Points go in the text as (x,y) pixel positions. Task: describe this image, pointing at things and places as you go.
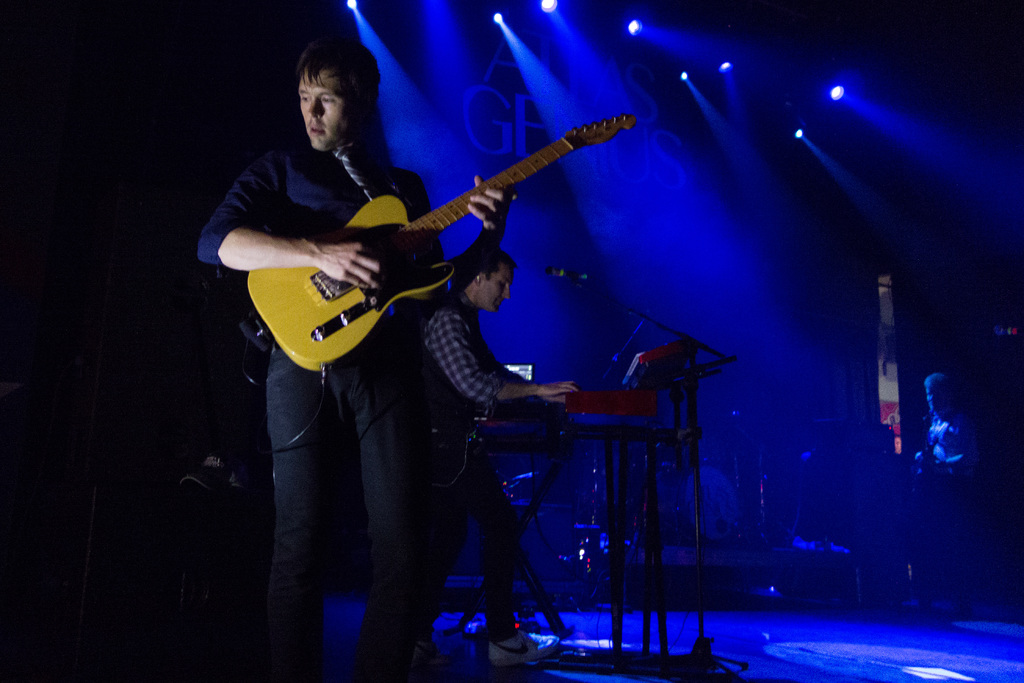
In this image I can see a man (255,240) is standing and holding a guitar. In the background (457,392) I can another person (465,447) and I can see a mic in front of him. In the background (372,33) I can see few lights (349,5).
